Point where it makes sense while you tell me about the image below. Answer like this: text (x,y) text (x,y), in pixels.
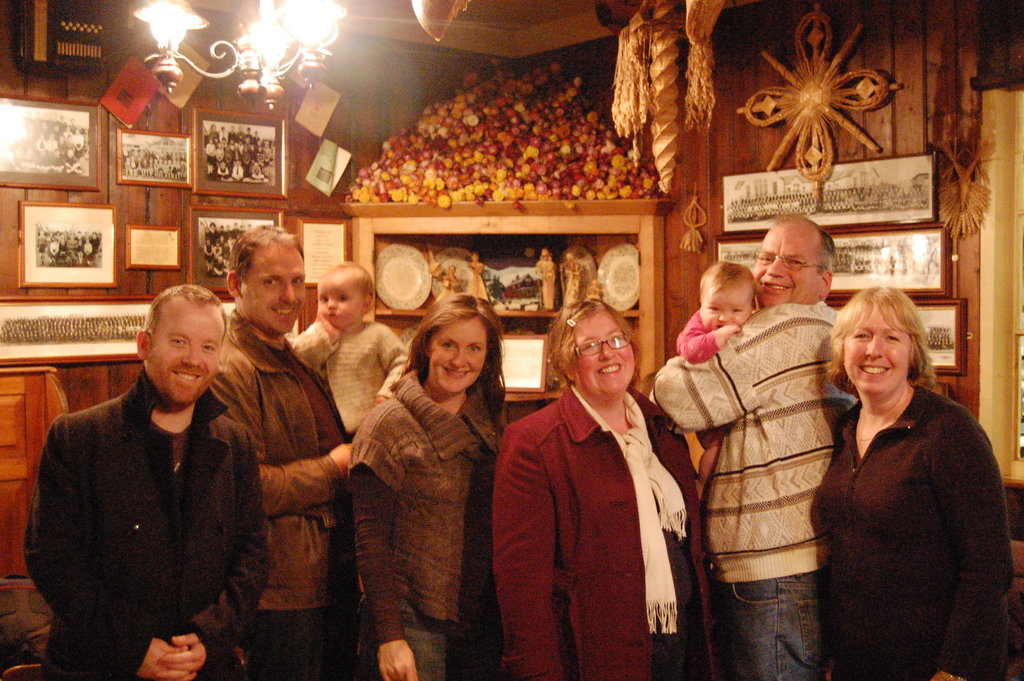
In this picture there is a woman (435,511) who is wearing jacket (446,513), t-shirt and jeans (441,658). Beside her there is another woman (655,519) who is wearing a red jacket (635,518), scarf (644,477), t-shirt (675,591), trouser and spectacle (624,347). On the right (890,607) there is another woman (845,480) who is wearing black dress (959,577). Beside her there is a man (765,405) who is holding a baby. On the left (178,448) there is a man (205,608) who is wearing jacket (227,454) and t-shirt (177,433). He is standing near to the man (262,490) who is holding a boy (366,285). Everyone is smiling. In the back (551,237) i can see the statues (566,274), plates (420,261), mirror (512,355) and other objects (519,271) on the wooden shelf (518,395). Beside that i can see many photo frames (844,279) and posters (328,160) on the wall (338,135). At the top (174,49) i can see the chandelier (264,71) which is hanging from the roof (508,5) of the building (352,29). On the right (1009,425) background (1019,441) there is a window (994,363).
